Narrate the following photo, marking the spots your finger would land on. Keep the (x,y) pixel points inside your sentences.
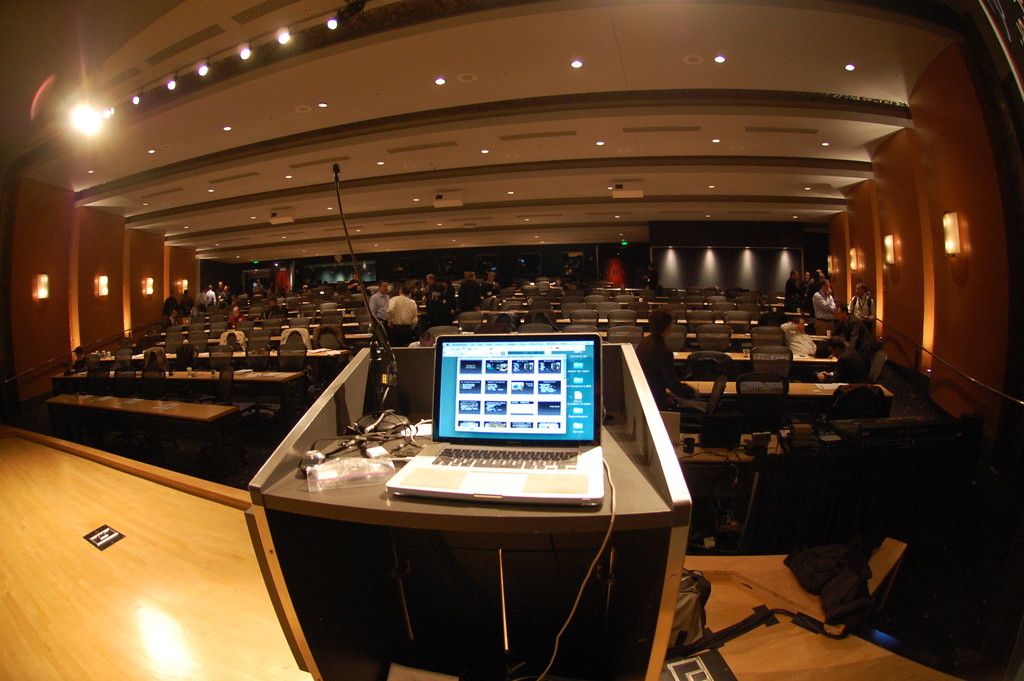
This is a auditorium (580,286). At the foreground of the image (559,441) there is a laptop (475,363) and microphone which is placed on the wooden block (280,580) and at the background of the image (445,301) there are persons (214,292) standing.
